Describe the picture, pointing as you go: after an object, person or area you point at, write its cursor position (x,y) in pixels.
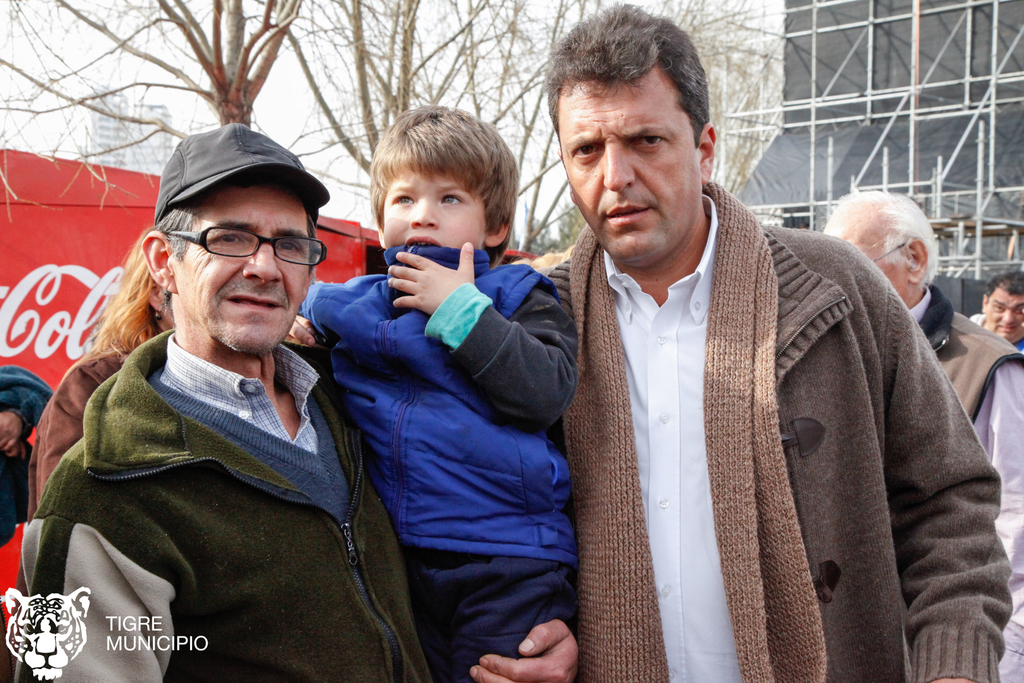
In the image we can see there are people (459,320) standing and a man (292,514) is holding a kid (478,477) in his hand (484,663). They are wearing jackets (477,400), behind there is a building (986,158) and there are trees (207,94).
